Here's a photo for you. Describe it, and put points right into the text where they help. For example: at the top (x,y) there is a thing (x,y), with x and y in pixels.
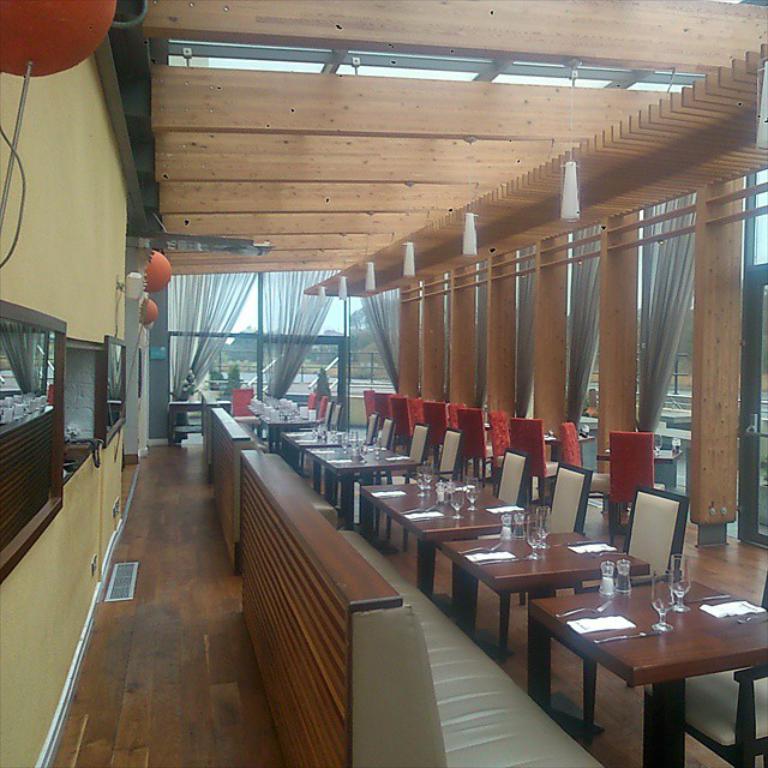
In this picture we can observe a room (446,533) with dining tables (435,495), sofas (241,434) and chairs (570,484) around these tables (501,569). We can observe glasses (682,589) and tissues (607,617) placed on these brown color tables (386,489). We can observe curtains (275,312) and glass doors (263,314) in the background (300,335). On the left side (69,197) we can observe a wall (31,193) which is in cream color.
